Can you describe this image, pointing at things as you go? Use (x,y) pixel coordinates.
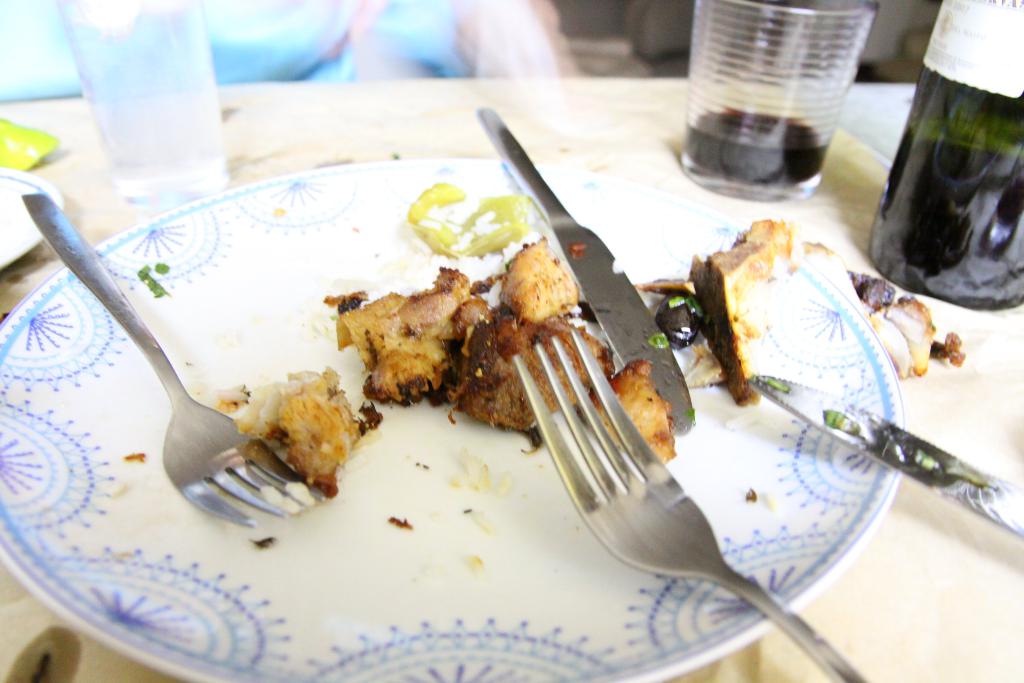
This image is taken indoors. At the bottom of the image (914,599) there is a table (941,569) with a bottle (965,178), a glass (103,130) of water (130,105), a plate (13,194), a glass (737,115) of wine (769,122) and a plate (737,468) with forks (596,498), knives (598,257) and a food item (487,315) on it. At the top (439,32) the image is a little blurred.
